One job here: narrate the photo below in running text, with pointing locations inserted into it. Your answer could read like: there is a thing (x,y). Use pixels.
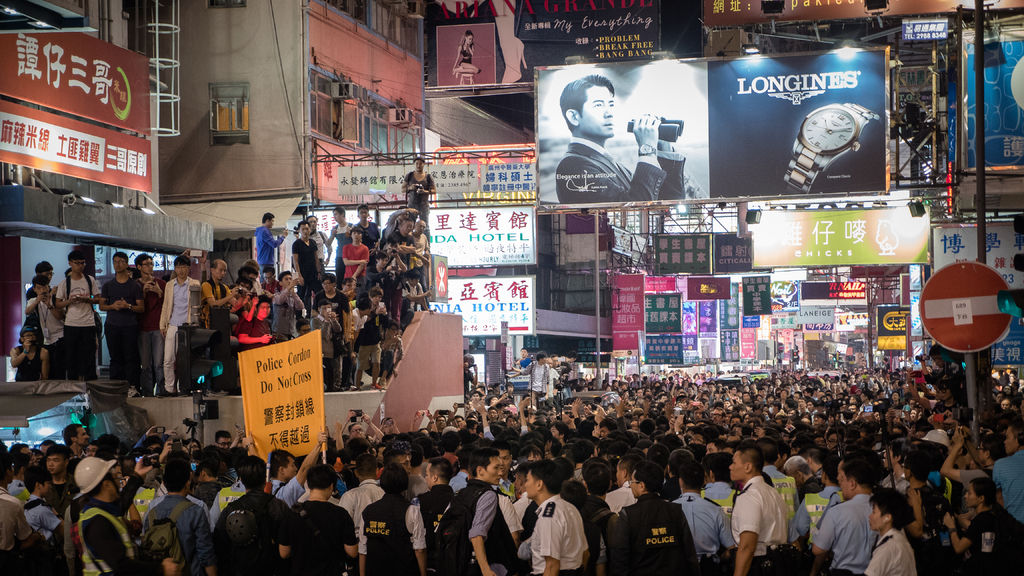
In this picture we can see there are groups of people (368,334) standing and some people (386,348) holding some objects (297,436). On the right side of the image (979,315) there is a pole (969,366) with a signboard (1000,313). Behind the people (514,379) there are boards (781,248), hoardings (767,112), cables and buildings (231,67).
